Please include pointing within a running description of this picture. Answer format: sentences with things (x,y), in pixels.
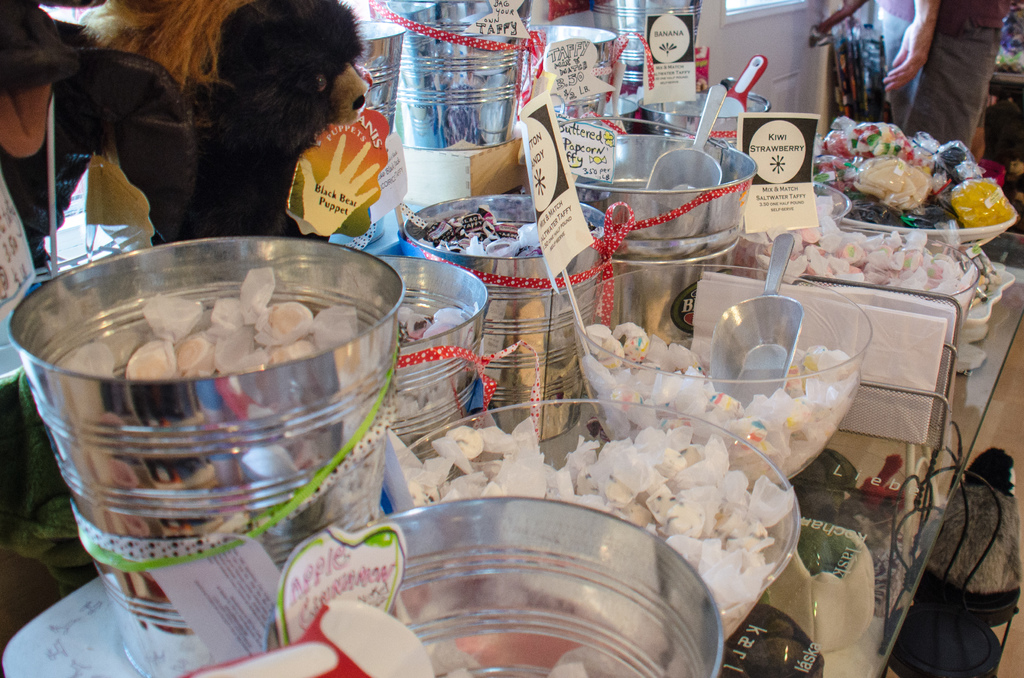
There are different objects (739,305) in the container (669,293), there is a person (913,81), this is a toy (292,131).
